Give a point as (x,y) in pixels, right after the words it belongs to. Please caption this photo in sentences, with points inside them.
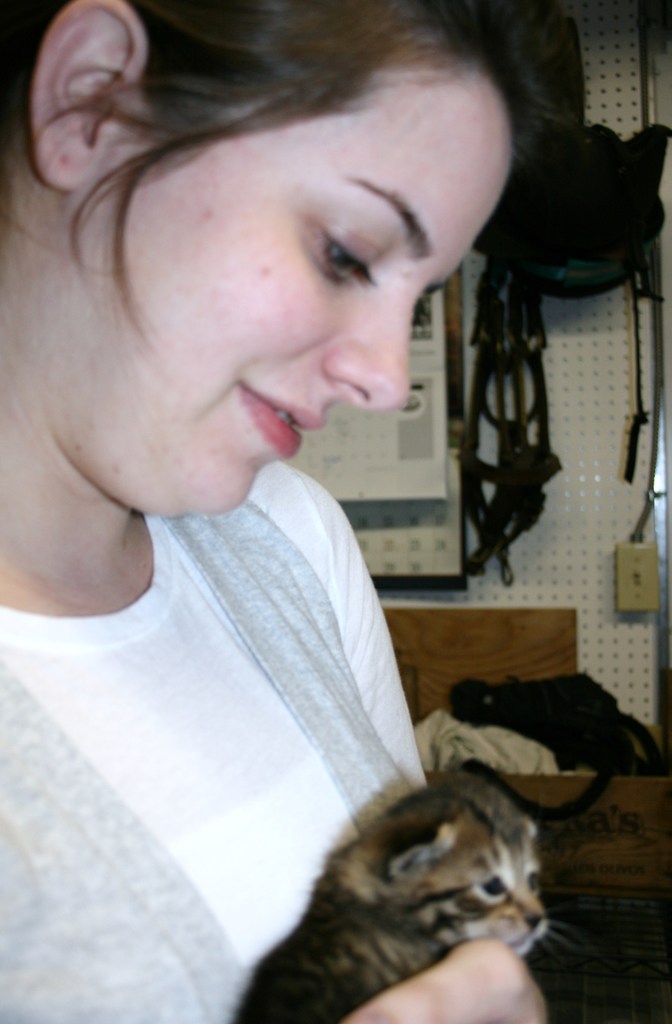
In the center of the image (273,569), we can see a lady (242,813) holding cat (460,930) and in the background (571,153), there are things (565,236) hanging and there is a board (444,532) placed on the wall (566,577) and there is a box (564,787).
